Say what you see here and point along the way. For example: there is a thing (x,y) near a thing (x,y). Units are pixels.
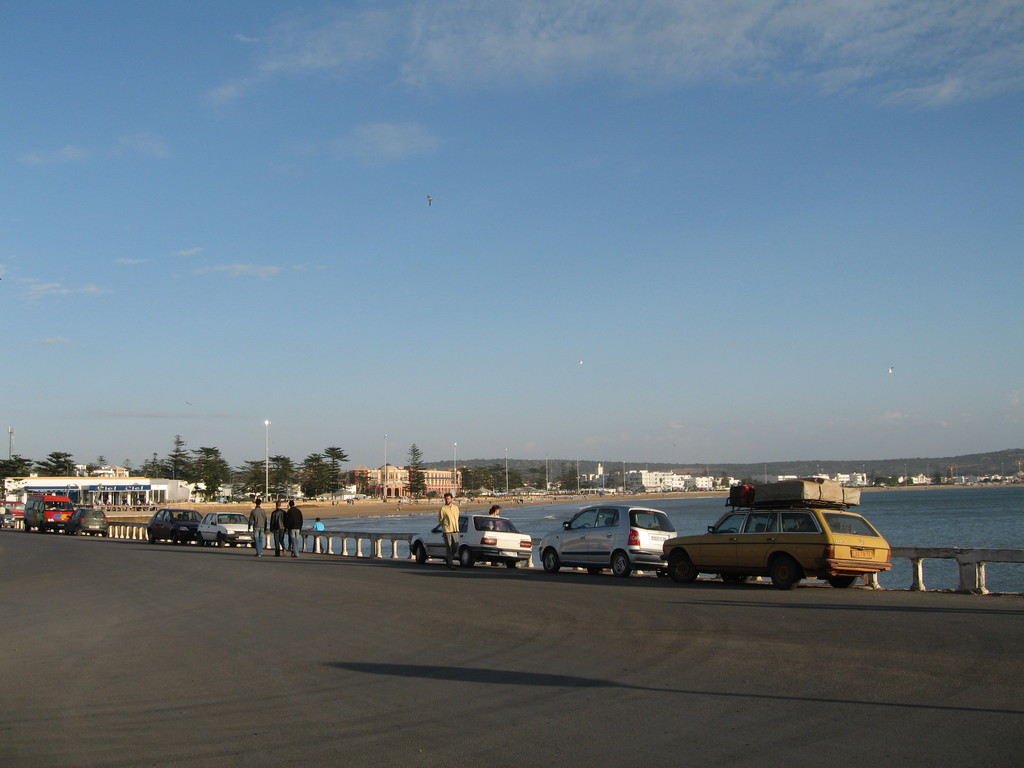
In the background (790,65) we can see the sky (736,209), hills (1022,460), trees (520,472) and buildings (389,477). In this picture we can see the poles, water (944,535) and the railing (935,550). We can see the vehicles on the road (708,594). We can see the people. On the right side of the picture (782,504) there is luggage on the top of a yellow car (861,545).
